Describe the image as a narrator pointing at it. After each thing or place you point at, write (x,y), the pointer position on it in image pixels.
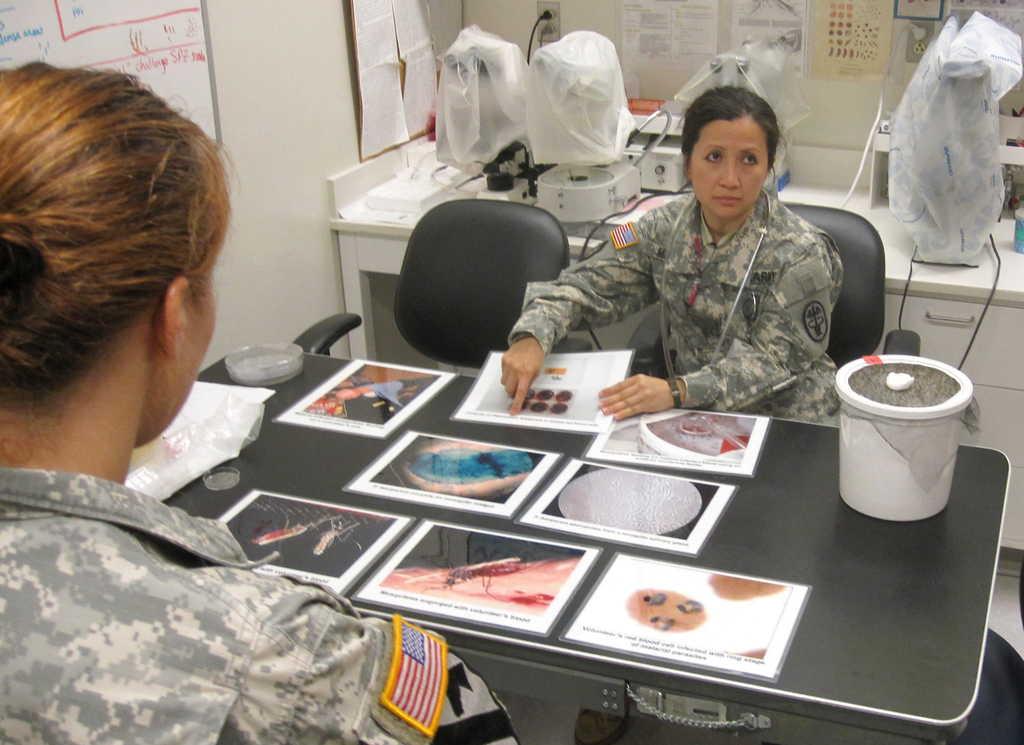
In this image there are two women (804,242) who are sitting on chairs (846,245), and in the center (442,419) there is table (566,462). On the table (880,604) there are some posters (541,458), plastic cover (247,410), bowl (229,376) and some box (894,462). In the background (950,284) there is another table (895,256), on the table (977,271) there are some machines (505,150) and some posters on the wall (330,76), and on the left side (187,51) there is a board (205,80).
